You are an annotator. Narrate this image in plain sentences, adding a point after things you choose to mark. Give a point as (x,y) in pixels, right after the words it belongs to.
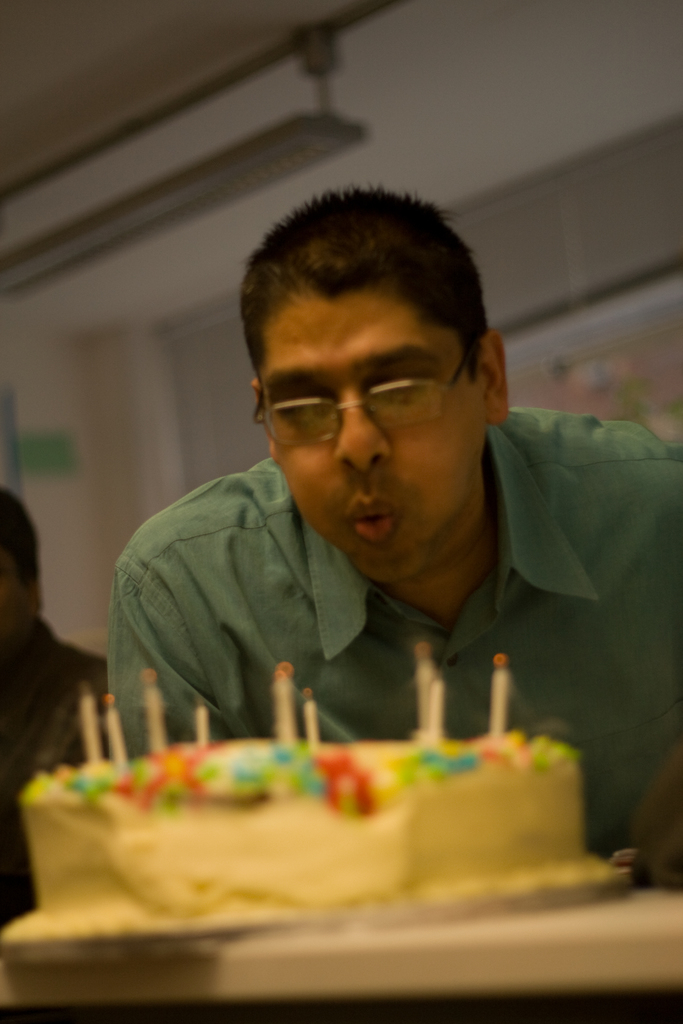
In this image, there are a few people (253,628). We can see a cake (255,887) with candles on the surface (221,947). In the background (600,231), we can see the wall (621,186). We can see some object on the wall (46,506).
